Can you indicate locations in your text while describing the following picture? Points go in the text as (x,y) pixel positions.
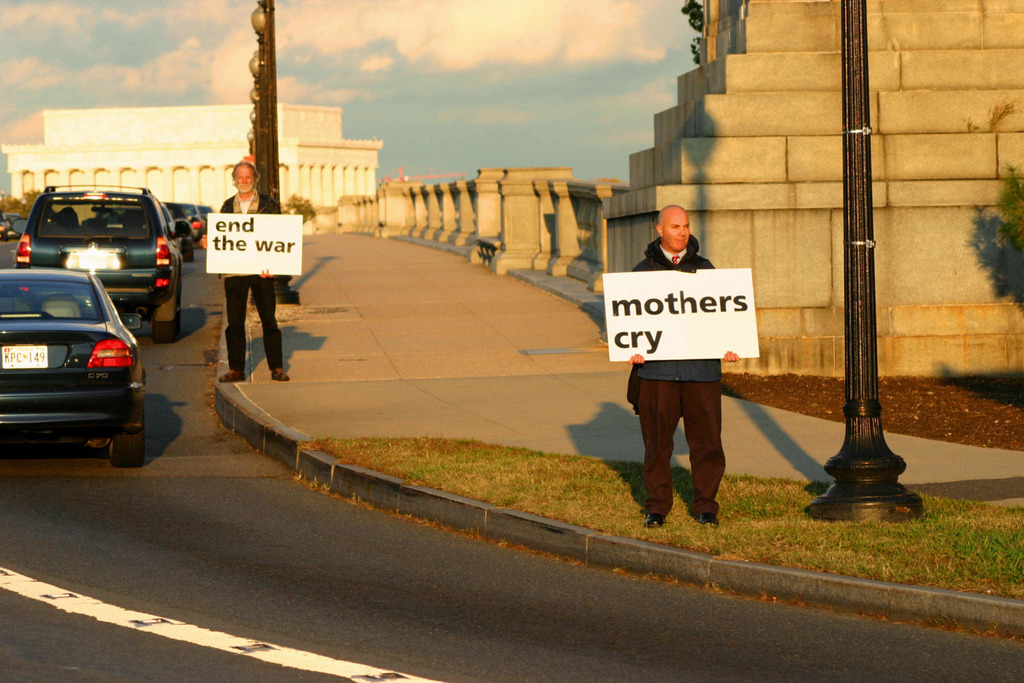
In this image I can see the road (279,613). On the road (171,576) I can see the vehicles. To the side of the road (153,555) there are two people (231,309) with different color dresses (251,285). These people (240,296) are holding the boards (226,250). On the boards (278,252) I can see the text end the war and mothers cry is written. I can also see the poles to the side. In the background (361,83) I can see the buildings (666,134), trees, clouds (460,99) and the sky (391,127).
